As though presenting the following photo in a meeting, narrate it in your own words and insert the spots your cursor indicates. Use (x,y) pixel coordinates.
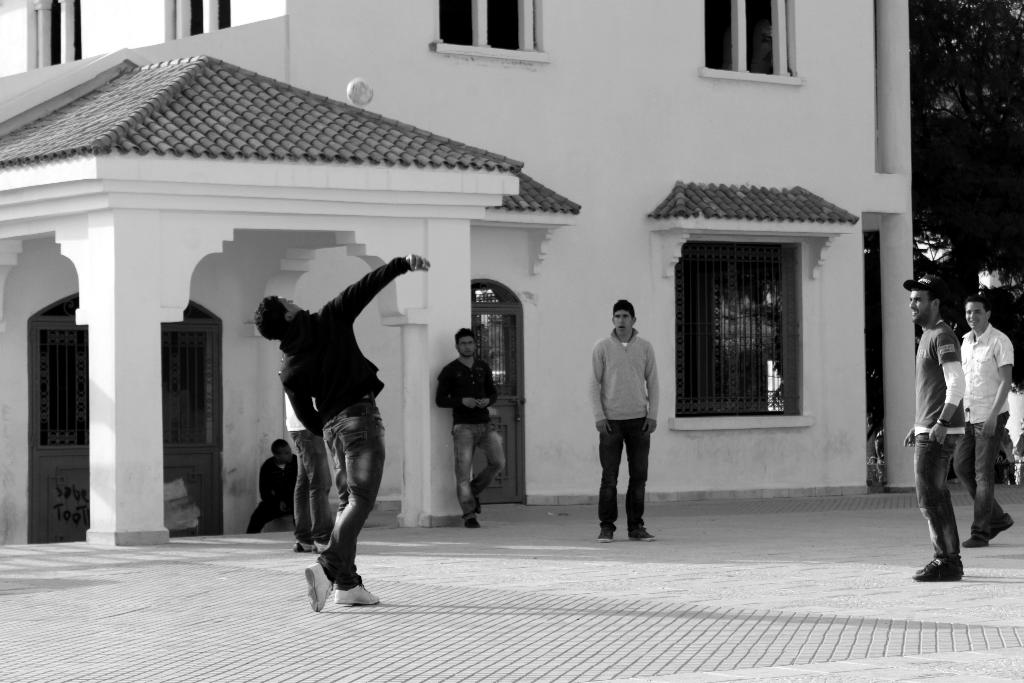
In this image, we can see there are persons (931,445) in different color dresses (348,490), playing volleyball on the floor (445,560). In the background (541,334), there are other persons (293,460), buildings (438,362) which are having windows (778,296) and there are trees (995,111).
